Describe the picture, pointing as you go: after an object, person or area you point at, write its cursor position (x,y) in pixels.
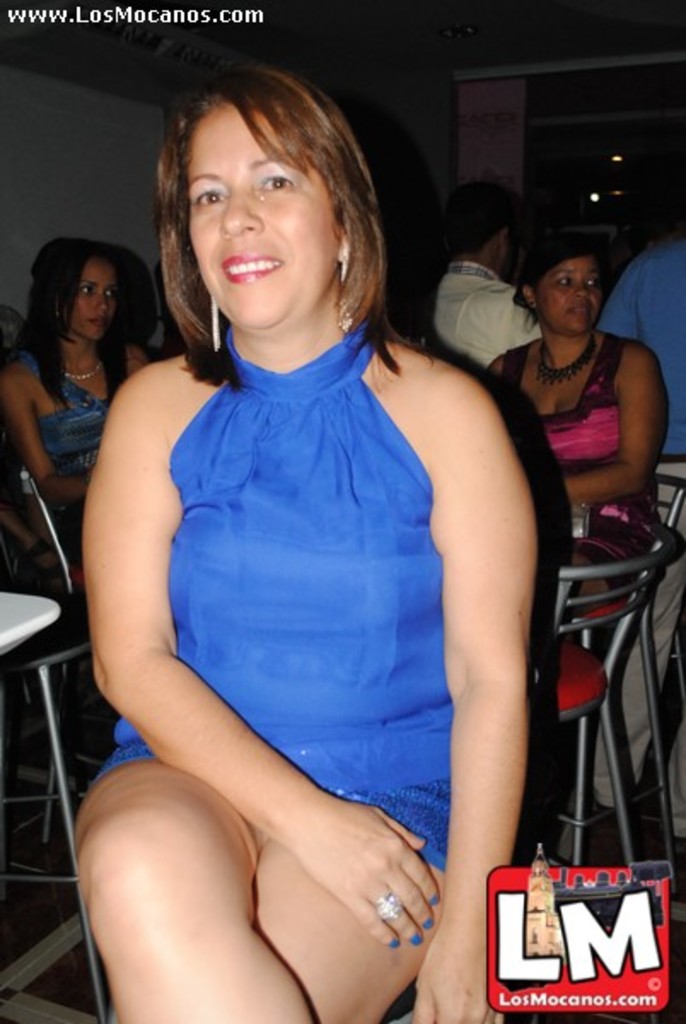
Here I can see a woman (274,595) sitting on the chair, wearing a blue color dress (292,554), smiling and giving pose for the picture. In the background (503,324), I can see some people (533,374) are sitting on the chairs (651,549). This is an inside view. At the bottom right (603,934), I can see a logo (583,942).
